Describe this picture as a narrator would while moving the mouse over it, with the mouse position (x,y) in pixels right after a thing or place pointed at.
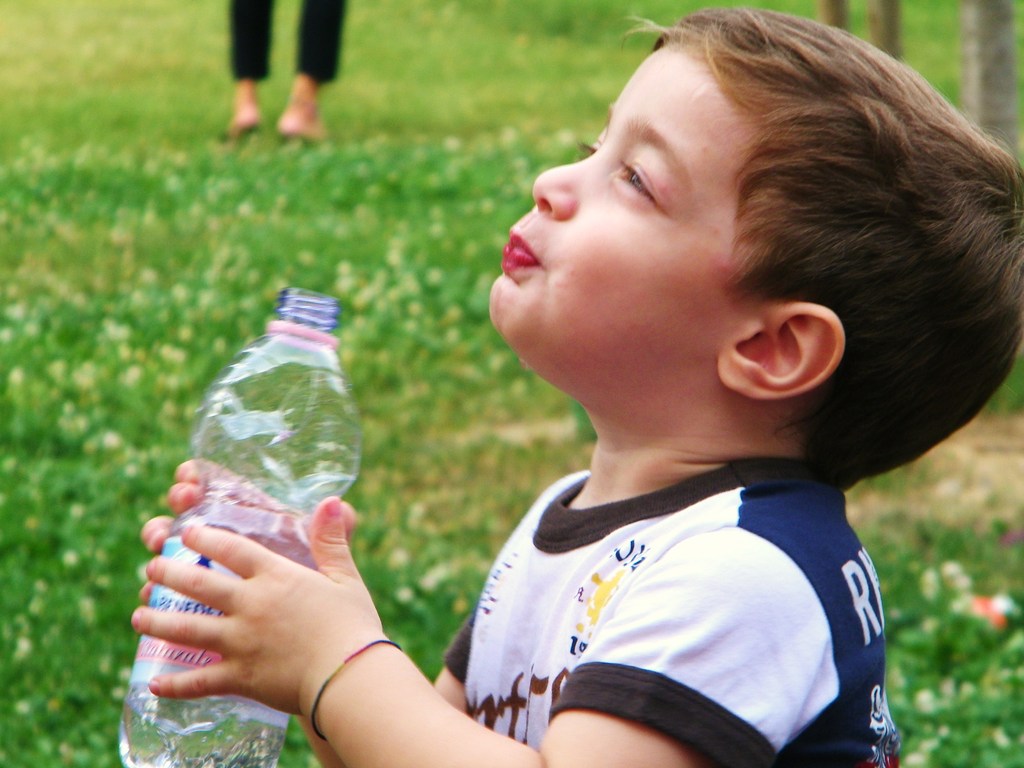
In this image i can see a child (687,545) wearing a t shirt (705,638) is holding a bottle (308,562) in his hand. In the background (290,98) i can see a person's legs (256,57) and the grass (233,181).
